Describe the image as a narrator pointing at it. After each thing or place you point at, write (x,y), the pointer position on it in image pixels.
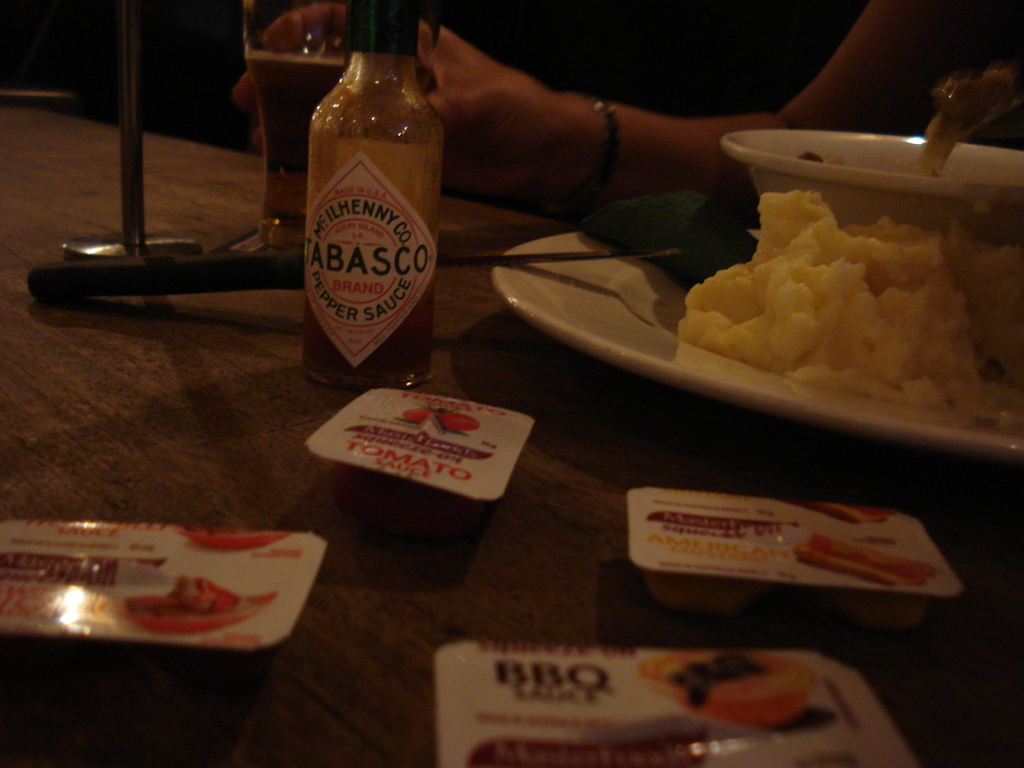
In this image In the middle (559,494) there is a table (135,414) on that there is a bottle (327,265), glass (294,176), plate (598,328), bowl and some food items (738,341), In front of the table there is a woman (543,165) she is holding a glass (286,93).
